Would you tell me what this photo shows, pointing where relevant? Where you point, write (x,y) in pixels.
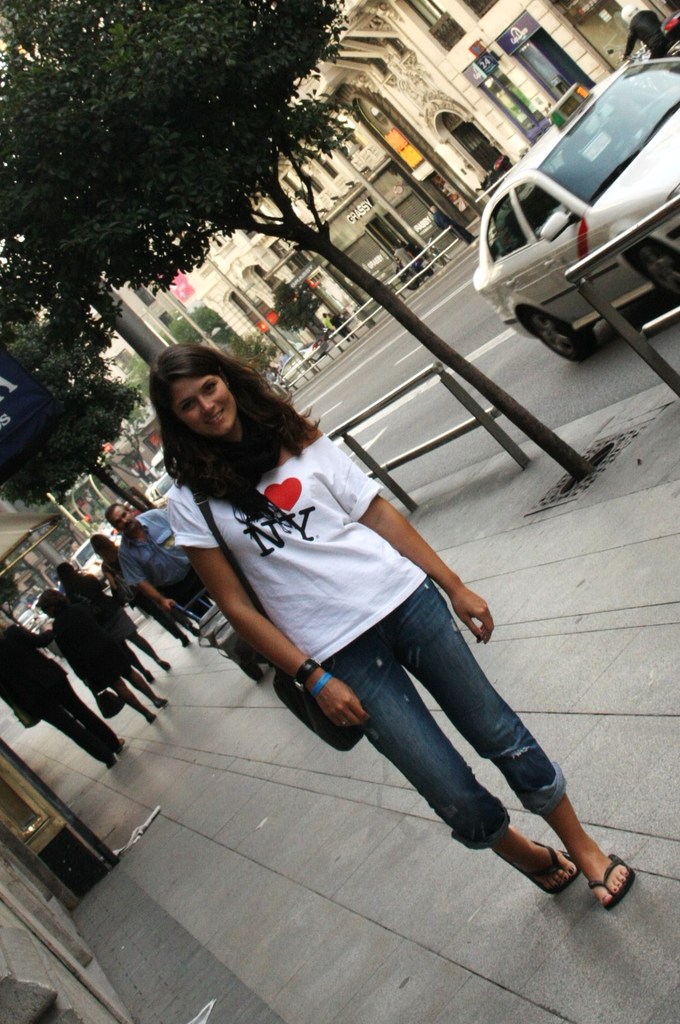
In the picture I can see a woman (348,464) wearing white color T-shirt (358,469) and jeans (410,729) is carrying a bag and standing on the sidewalk (317,821). In the background (324,290), we can see a few more people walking on the sidewalk (484,469), we can see a car (541,300) moving on the road (439,467), we can see trees (226,62), poles (679,388), a few more vehicles (164,464) moving on the road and buildings (501,34) in the background (463,72).
